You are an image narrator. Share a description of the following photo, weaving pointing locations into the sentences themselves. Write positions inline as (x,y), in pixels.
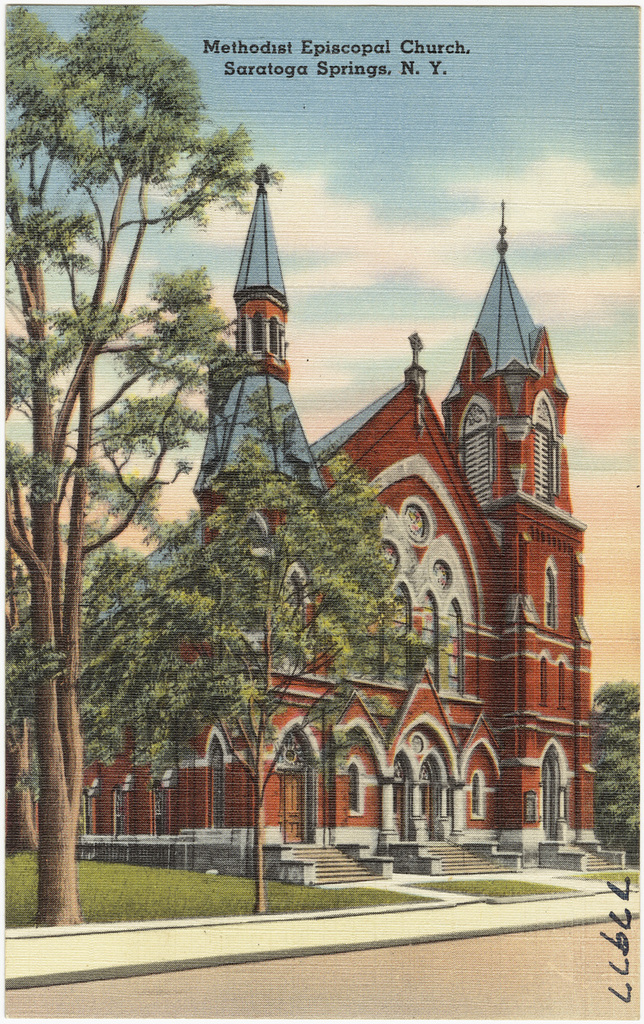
In this image there is a church (415,684) in the center (370,668) and there are trees (221,645) and there is grass (187,881) on the ground (183,881) and the sky (401,196) is cloudy.
